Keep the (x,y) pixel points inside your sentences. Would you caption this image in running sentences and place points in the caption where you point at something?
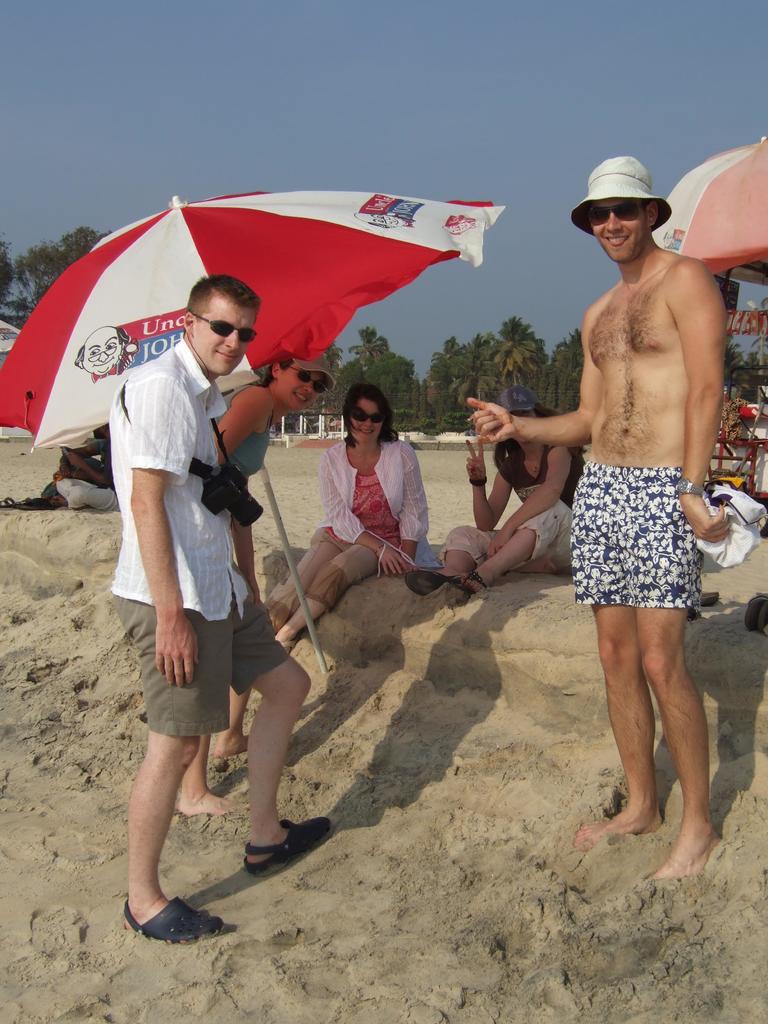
There are two men (714,402) and a woman (258,400) standing and smiling. These look like the beach umbrellas (343,264). I can see two women (383,493) sitting on the sand (416,719). In the background (360,350), I can see the trees (530,358).
